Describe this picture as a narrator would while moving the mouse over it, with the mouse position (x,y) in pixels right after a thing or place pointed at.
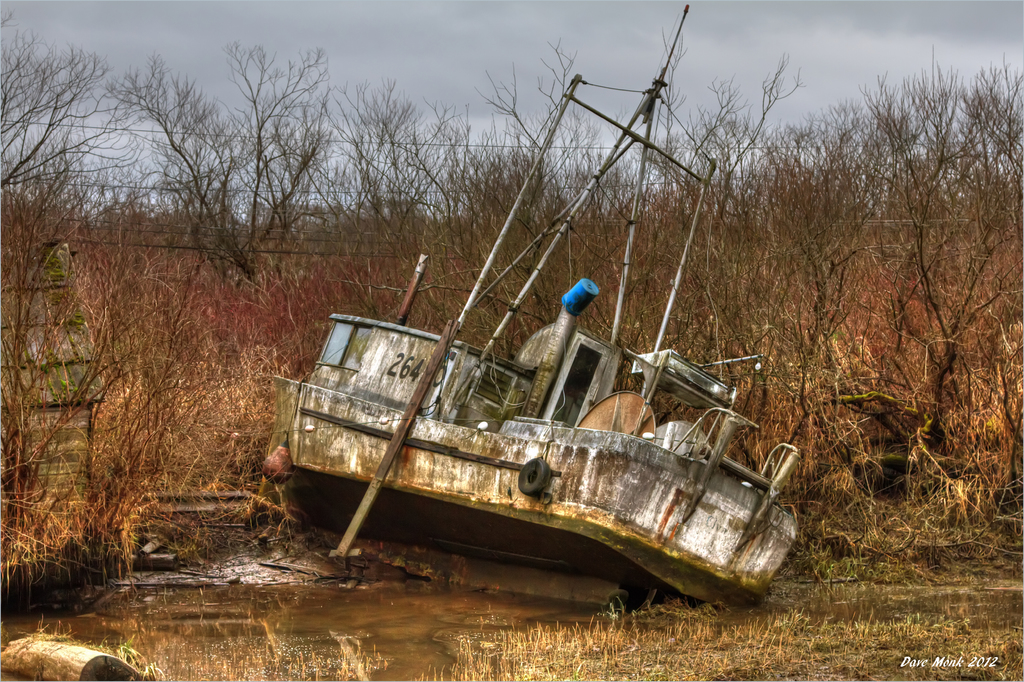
There is water (400,601). Also there is a boat (492,454) with poles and a number (399,363) on that. In the background (224,235) there are trees (472,229) and sky (459,82). In the right bottom corner (957,658) there is a watermark (924,659).
